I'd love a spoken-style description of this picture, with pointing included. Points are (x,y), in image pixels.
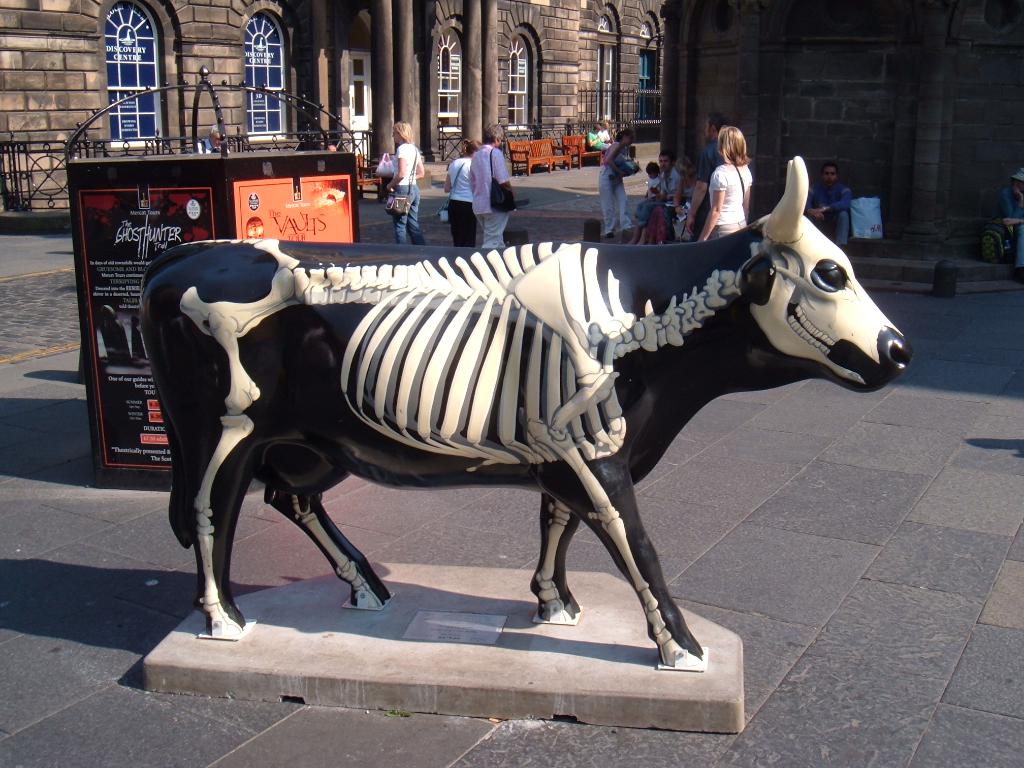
In the center of the image (588,258) we can see a statue (768,299) placed on the surface (550,667). On the backside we can see a board (107,255) with some text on it, a group of people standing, some people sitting on the surface (569,212) and on the benches (565,167). We can also see a fence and a group of buildings (400,60) with windows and pillars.
